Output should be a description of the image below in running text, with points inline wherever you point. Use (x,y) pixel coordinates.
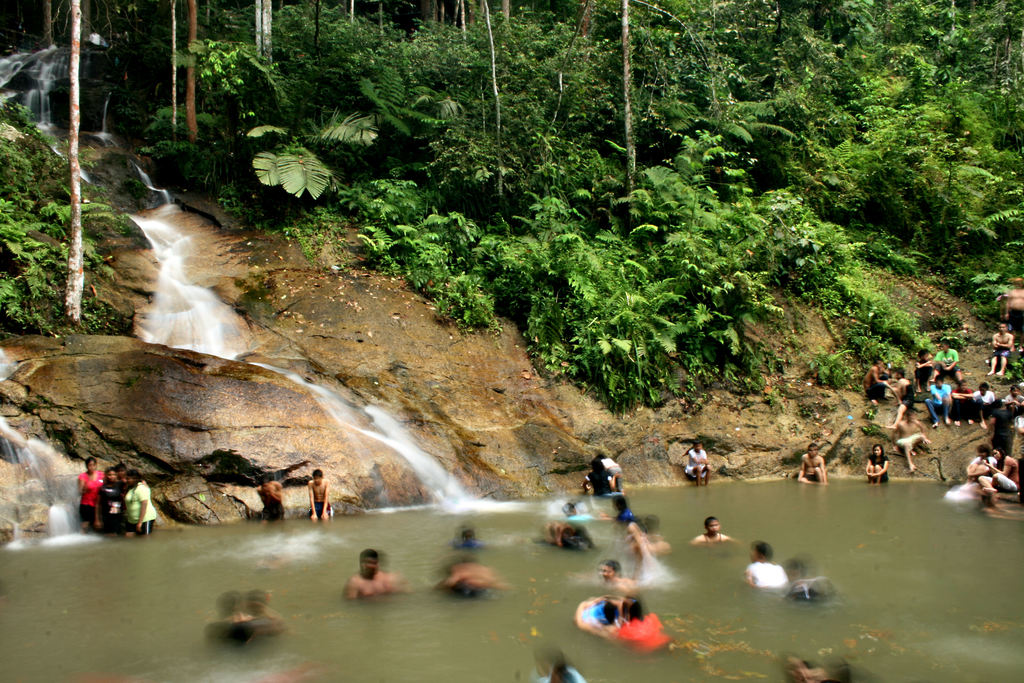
In this image we can see many people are in water (706,572) and few people (1000,349) are sitting on the ground (990,339). There are many trees (583,48) and plants (644,165) in the image. There is a flow of water (392,434) in the image.
